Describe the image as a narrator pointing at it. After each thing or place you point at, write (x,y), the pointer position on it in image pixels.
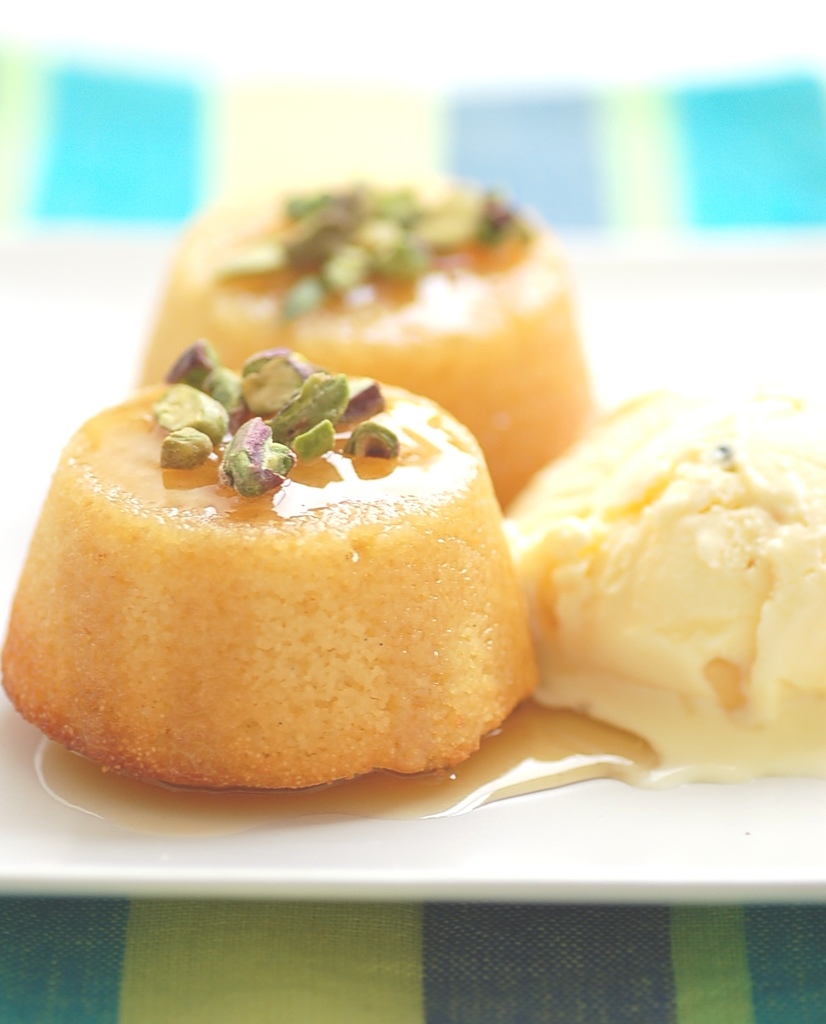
In this image we can see food items (417,458) in a plate (71,305). At the bottom of the image (534,989) there is cloth (568,1013).
